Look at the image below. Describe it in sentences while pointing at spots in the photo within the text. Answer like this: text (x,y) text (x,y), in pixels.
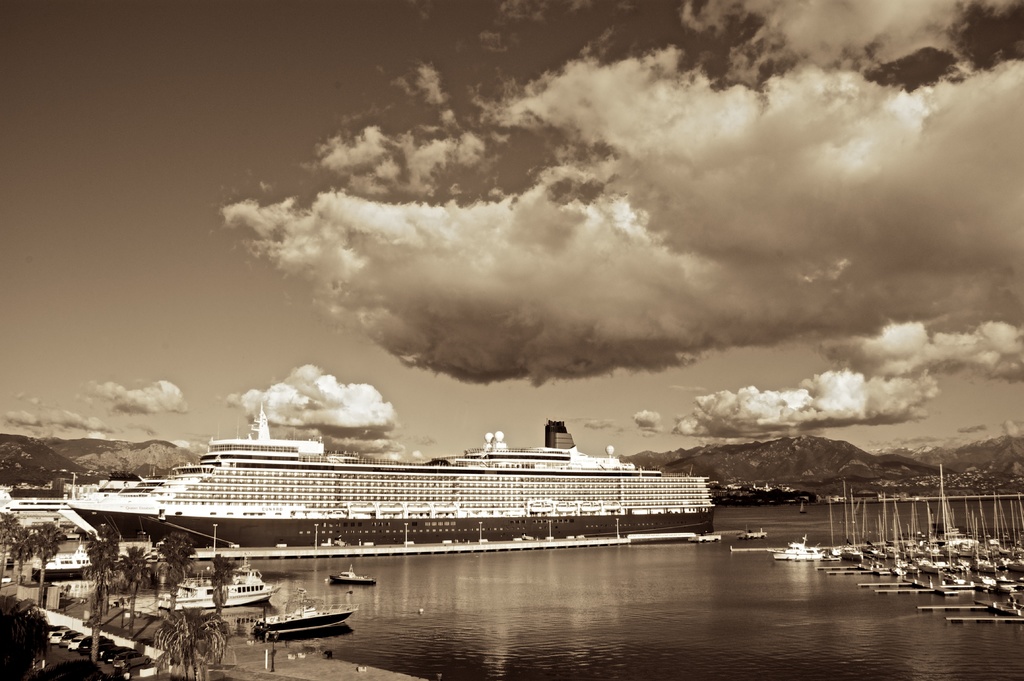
This image consists of a ship (104,512). And we can see many boats (941,562). At the bottom (644,652), there is water (453,677). On the left (97,619), there are trees (9,649). At the top (246,192), there are clouds (458,330) in the sky (169,310).
